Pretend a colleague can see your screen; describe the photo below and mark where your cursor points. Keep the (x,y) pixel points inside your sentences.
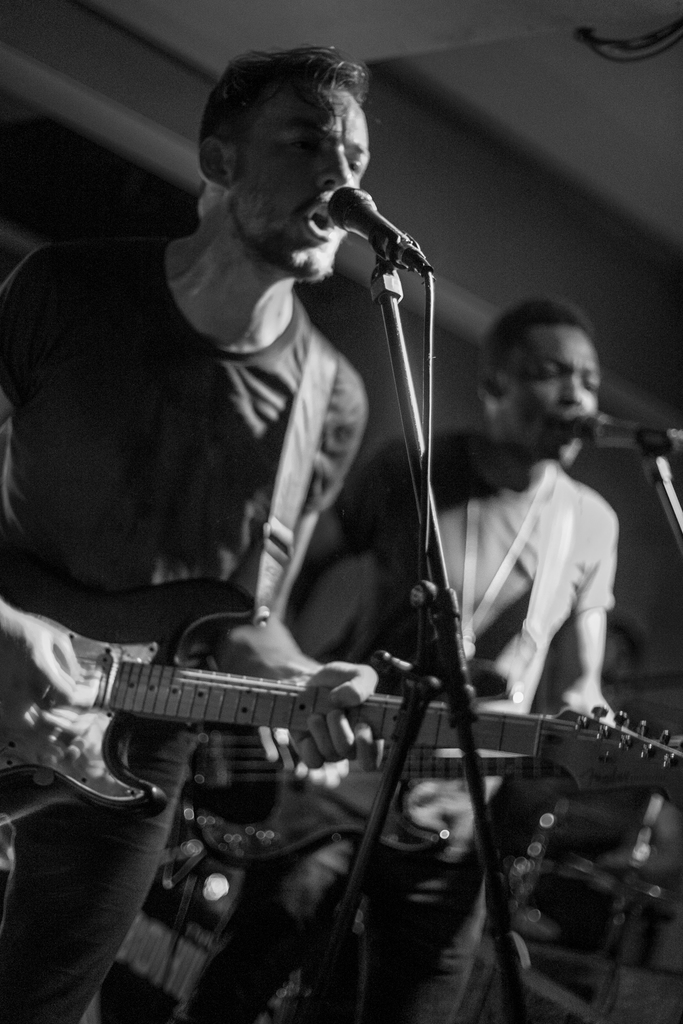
Bottom left side of the image (112,816) a man (239,310) is standing and playing guitar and singing. Bottom right side of the image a man (438,462) is standing and playing guitar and singing. In the middle of the image (443,572) there is a microphone (396,251). At the top of the image (416,177) there is a roof (134,46).
